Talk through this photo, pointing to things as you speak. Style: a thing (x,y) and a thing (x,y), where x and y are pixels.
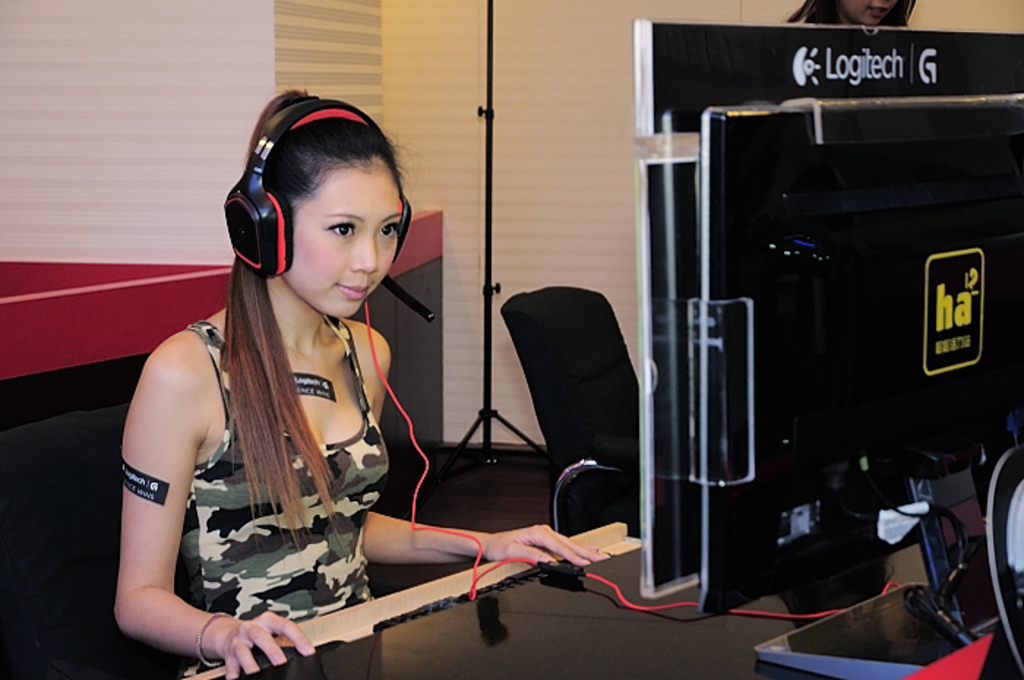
In this image, we can see a lady (342,480) sitting on the chair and wearing a headset (276,247). In the background (496,412), we can see boards (769,205), cabins (106,291), stands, a mic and there are some other objects (688,576) and we can see another lady (841,21) and a wall (444,122).
